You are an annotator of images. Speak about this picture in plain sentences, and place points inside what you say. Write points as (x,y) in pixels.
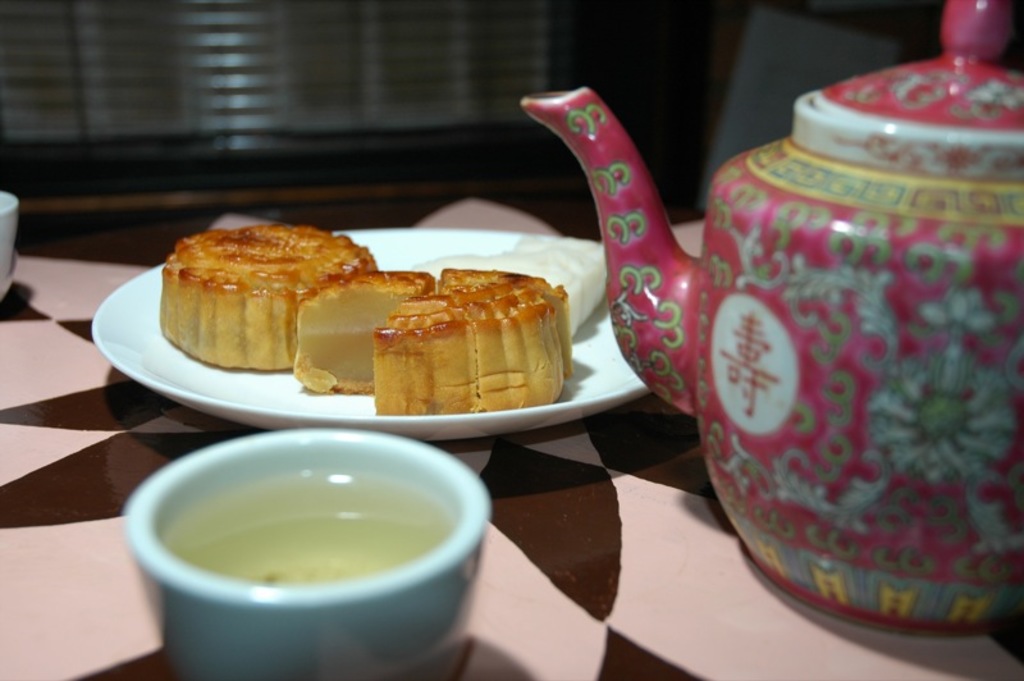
In the image we can see there is a kettle (935,297) and there are sweets (341,275) kept in a plate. There is a cup (312,609) of tea (271,555) kept on the table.
